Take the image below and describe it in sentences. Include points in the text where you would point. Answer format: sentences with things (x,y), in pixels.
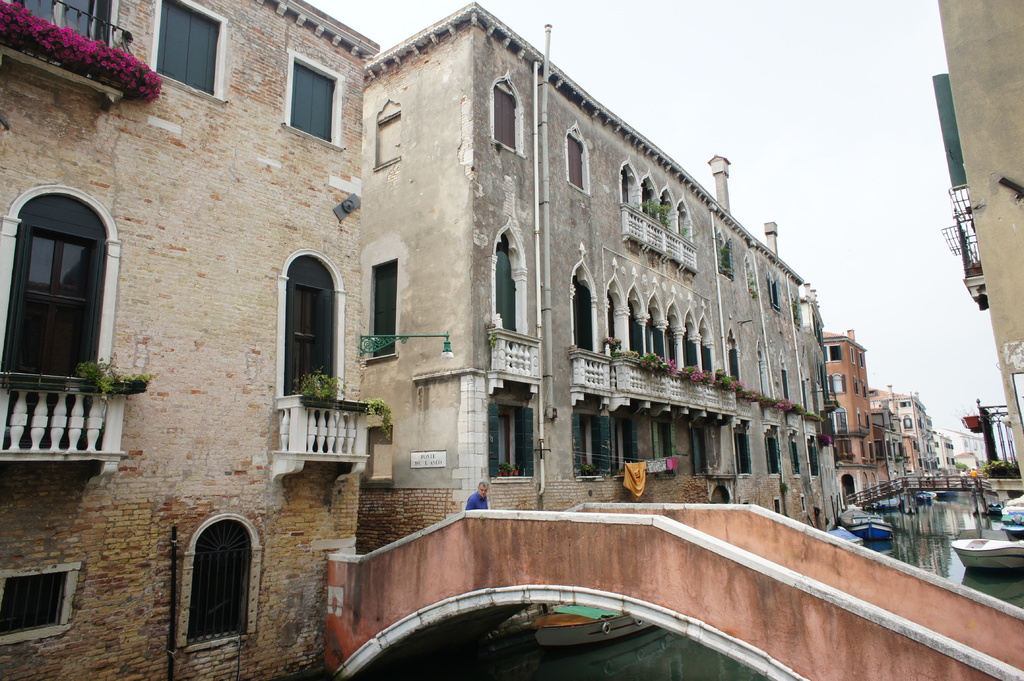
In this picture we can see buildings (640,296), at the bottom (642,662) there is water (650,648), we can see boats (875,534) on the right side (863,515), there is a bridge (843,569) in the middle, there are some plants (335,384) and flowers (86,60) on the left side (91,370), we can see the sky (790,86) at the top of the picture (764,79).
